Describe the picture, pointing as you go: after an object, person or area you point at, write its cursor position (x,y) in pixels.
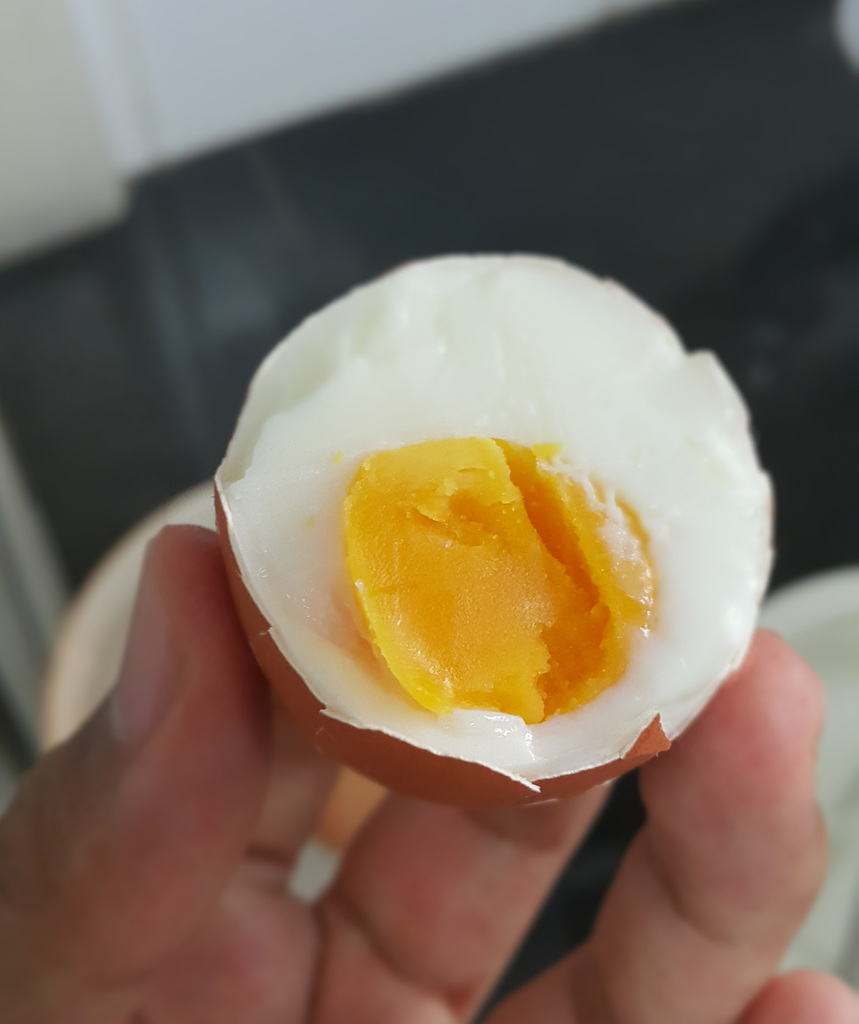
In this image we can see a boiled egg (286,619) in the hand (225,702) of a person (206,716). On the backside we can see a wall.
